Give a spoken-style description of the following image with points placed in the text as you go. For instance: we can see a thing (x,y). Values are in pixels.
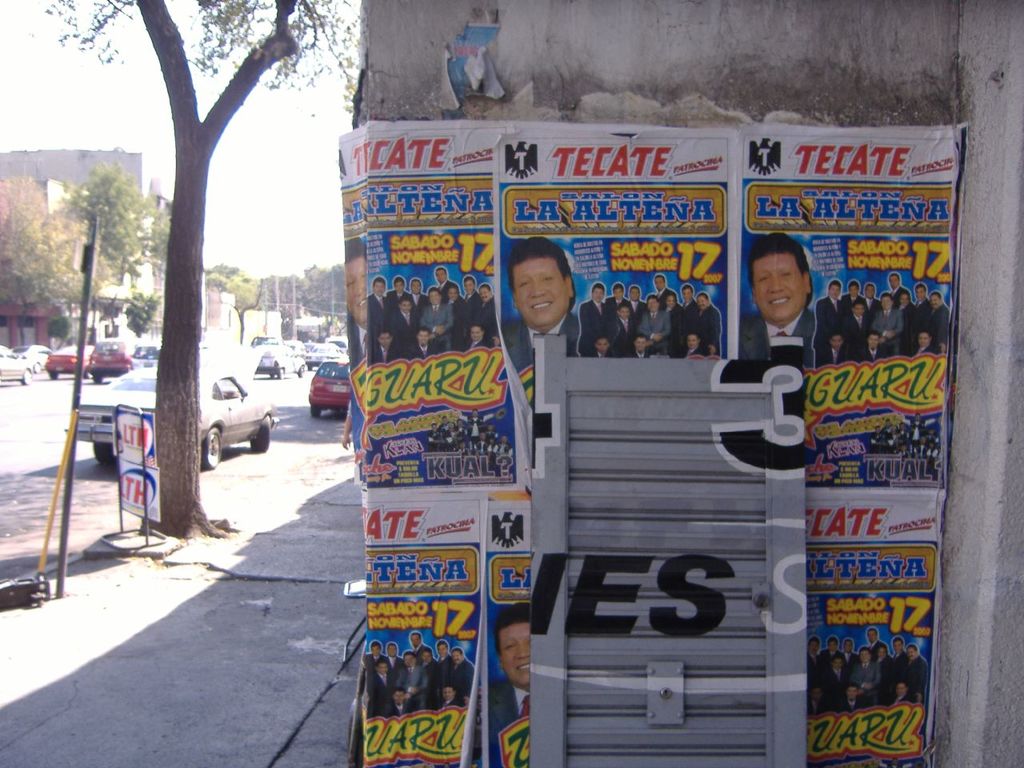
In this picture I can see there are few cars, poles (63,509) and trees (186,488) on to left (214,524) and there is a building (855,9) with a poster (633,325) pasted on the wall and the sky (315,234) is clear.
